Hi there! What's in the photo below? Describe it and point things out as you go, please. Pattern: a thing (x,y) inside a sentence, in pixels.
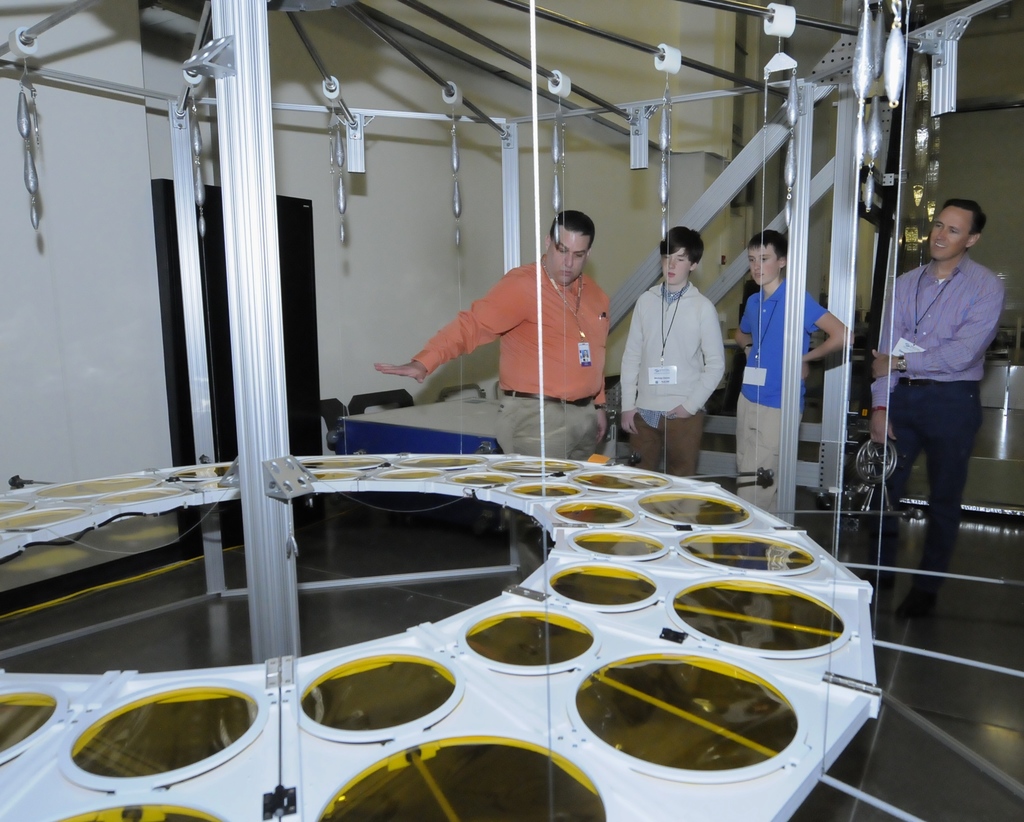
In this image in the center (566,383) there are some persons (906,363) who are standing and one person (546,332) is talking, and on the left side (303,739) there is some machine (739,675) and in the background (398,184) there is a wall (434,219) and also some machines (830,423) and some objects (879,248). At the bottom (936,711) there is floor (919,685).
